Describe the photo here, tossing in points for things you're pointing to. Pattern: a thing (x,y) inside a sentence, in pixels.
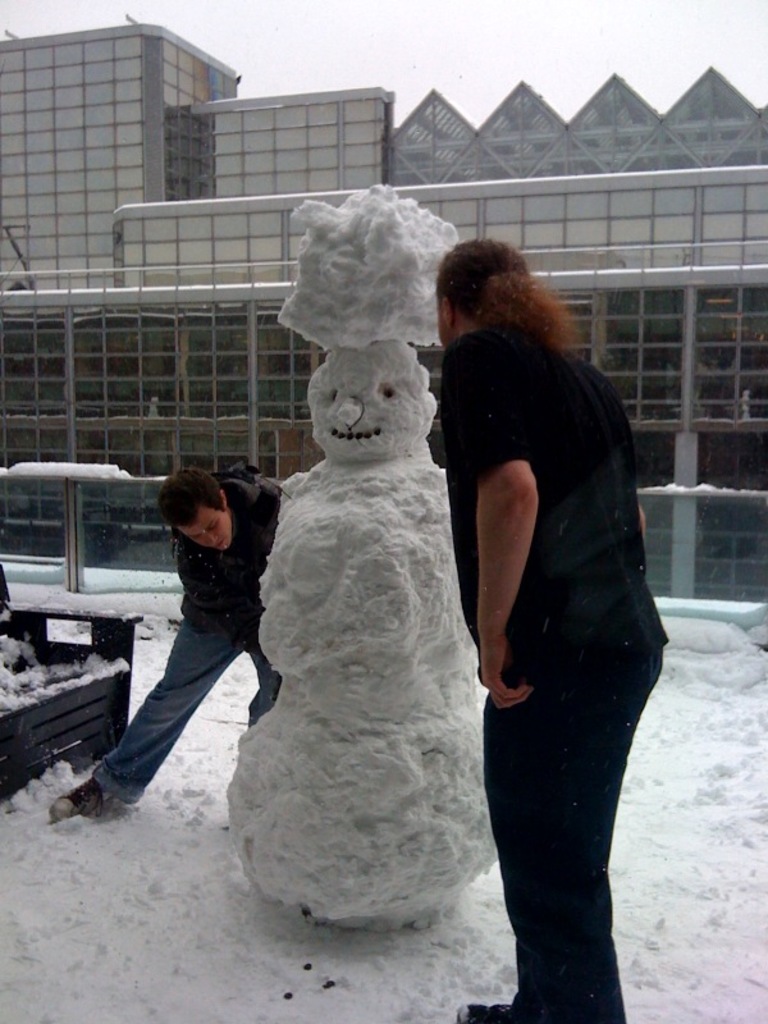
In this image there are two people (537,729) standing on the surface (224,868) of the snow (197,883), in the middle of them there is a snowman (331,536). On the left side of the image (45,683) there is an object (59,730). In the background (30,126) there is a building (165,275) and the sky (629,50).
